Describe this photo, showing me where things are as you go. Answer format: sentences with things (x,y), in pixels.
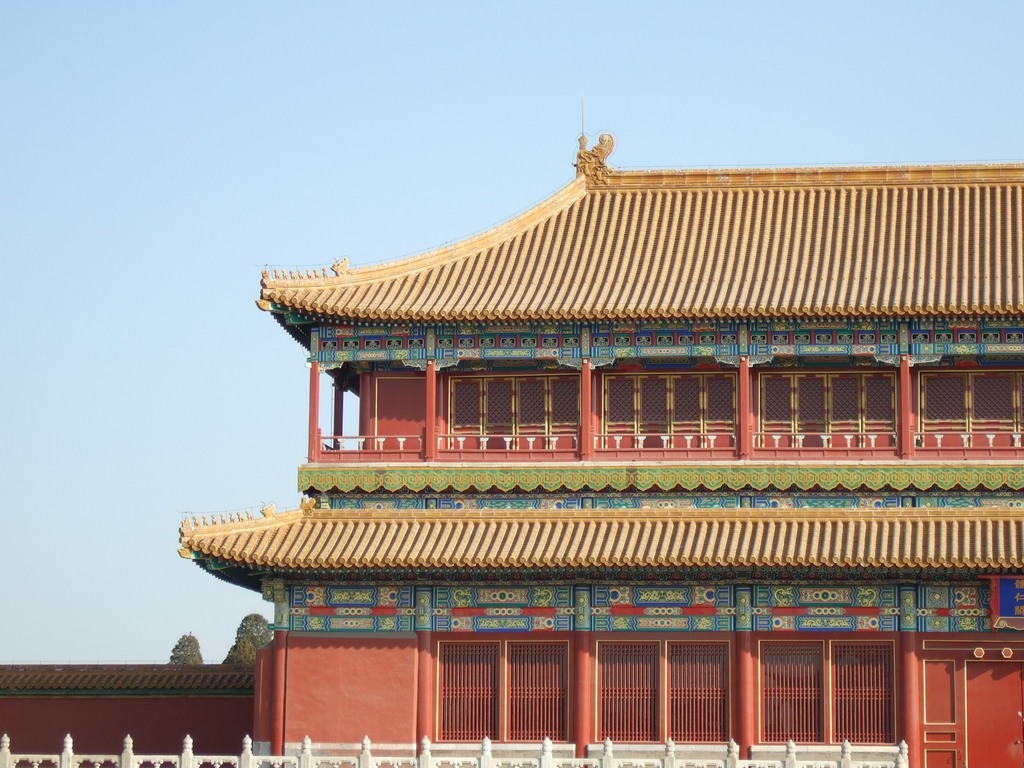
In this image we can see a building (519,628) with pillars (581,685) and windows (646,688). In the back (233,646) there are trees (195,652). In the background (211,242) there is sky (244,150). At the bottom (187,744) we can see fencing (695,760).
